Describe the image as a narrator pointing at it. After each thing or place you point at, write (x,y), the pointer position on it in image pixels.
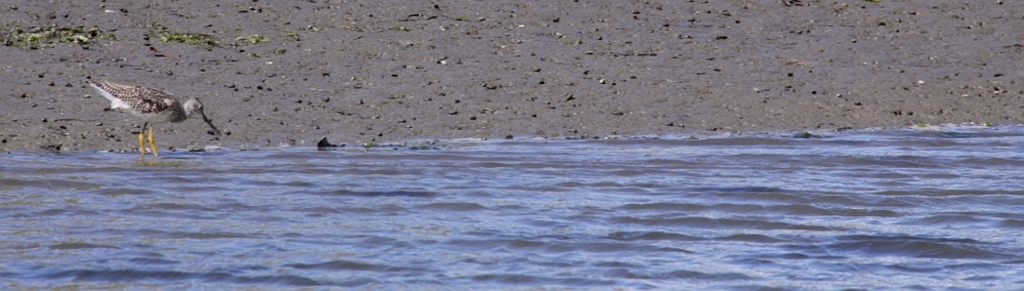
In this image there is a bird (144,123) standing in the water (173,167) having few ripples (763,210). Top of image (565,67) there is land (473,94) having few stones (536,71) on it.
